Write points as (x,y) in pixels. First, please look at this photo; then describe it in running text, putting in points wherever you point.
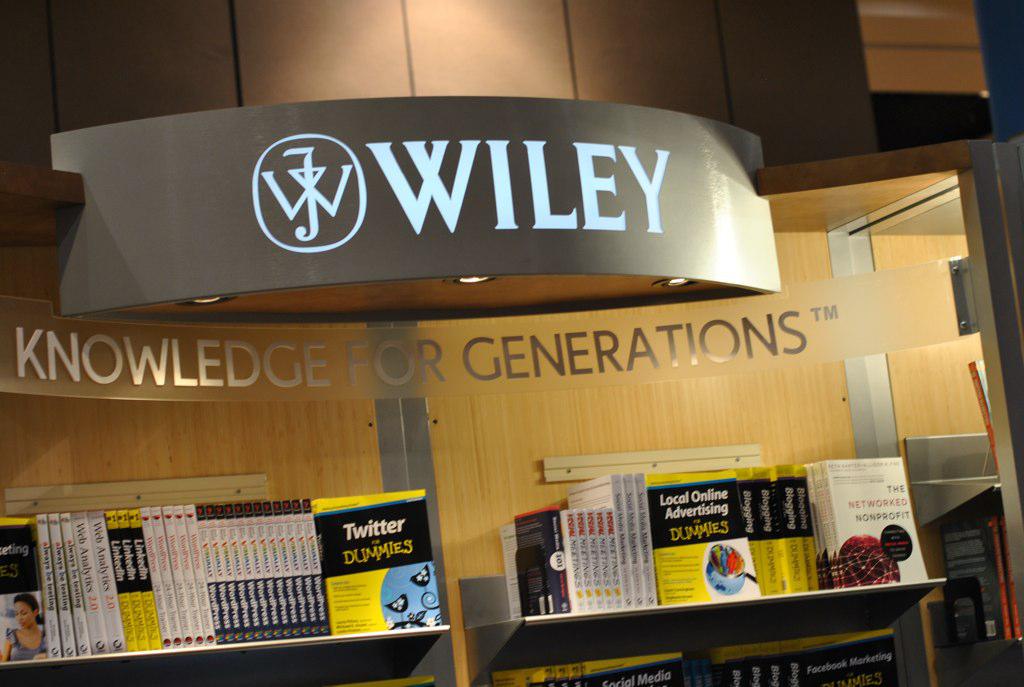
In this image we can see a building (518,375) and some text (501,341) written on the building (510,306) and there are some books (514,548) in the shelf (999,505).
